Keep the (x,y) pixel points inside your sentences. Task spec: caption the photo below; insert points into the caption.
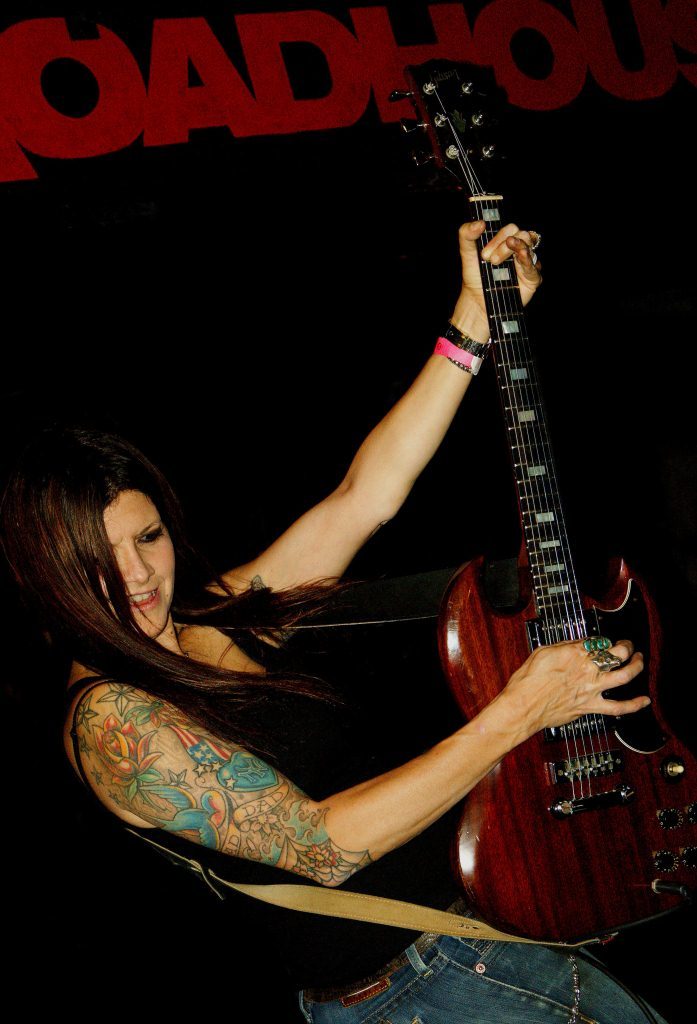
In this image i can see a woman (124,746) holding a guitar (462,818) and playing at the back ground (392,62) i can see a board (239,58).
